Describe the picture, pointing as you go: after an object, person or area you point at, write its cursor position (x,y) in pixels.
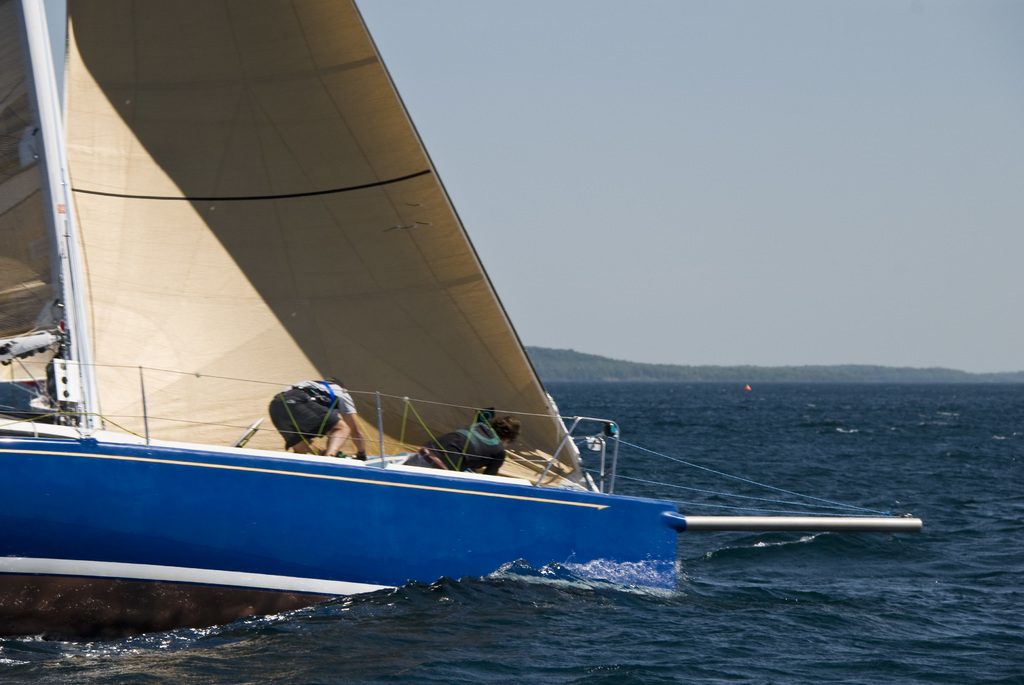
In this picture we can see two people (341,394) and a few objects (0,314) on a boat (402,475) visible on the water (691,610). We can see the sky (472,2).
